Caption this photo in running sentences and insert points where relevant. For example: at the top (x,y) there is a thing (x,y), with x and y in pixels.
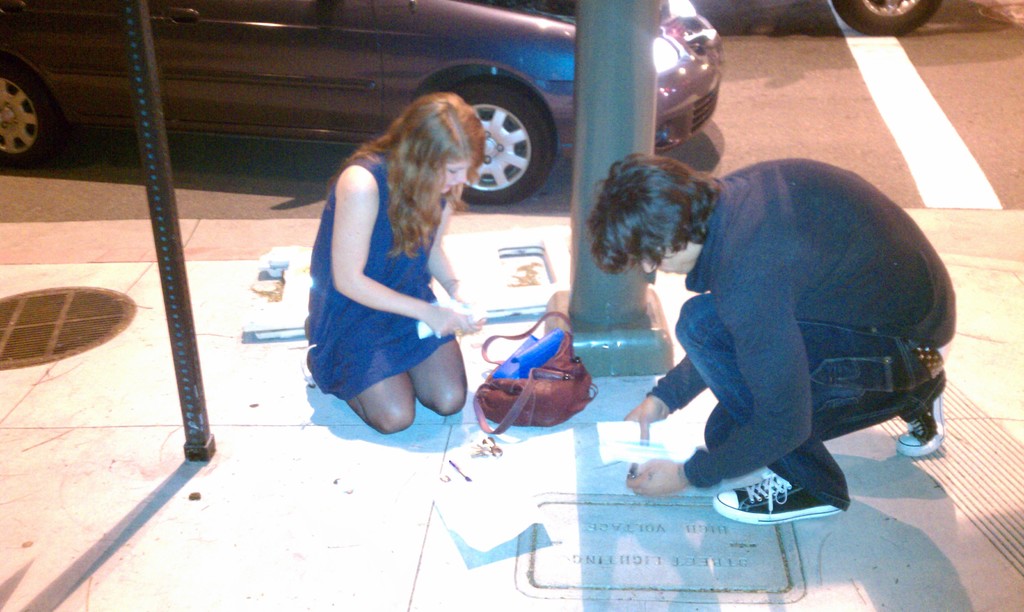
In the center of the image (665,393) we can see two people (792,445) are sitting on their knees (450,395) and holding the papers (610,452) and also we can see a bag (584,379) and text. At the bottom of the image (123,454) we can see the floor (90,447), poles (190,443). At the top of the image (416,83) we can see the road (778,148) and cars (876,18).
